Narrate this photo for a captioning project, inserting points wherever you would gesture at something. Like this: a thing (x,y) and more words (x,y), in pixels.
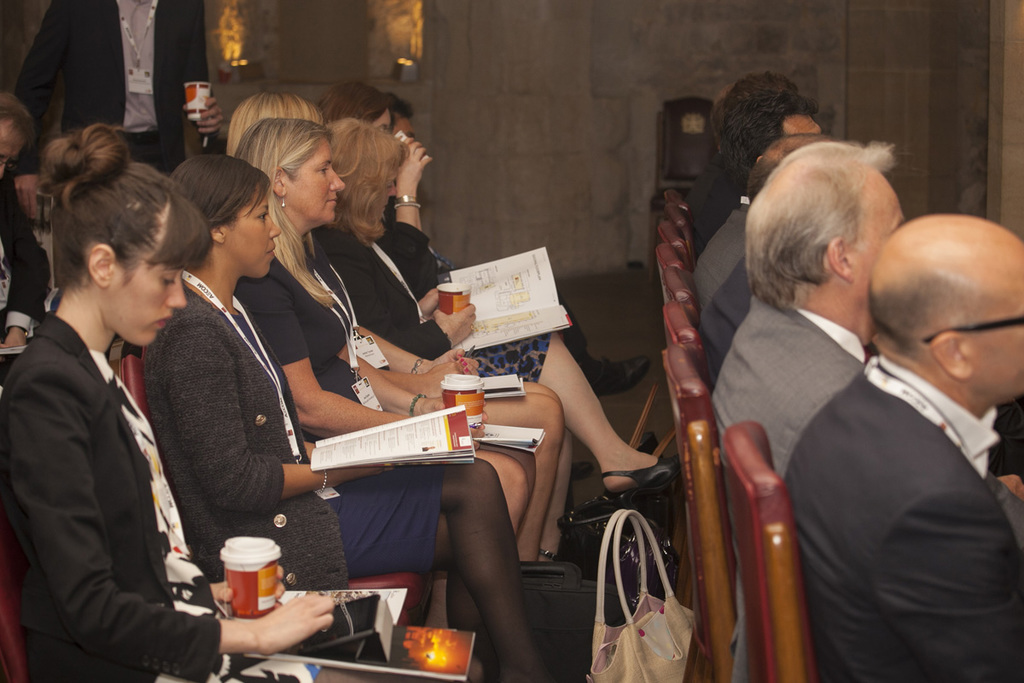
In this picture there are few people (412,235) sitting on chairs (667,247). In the front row men (858,426) are sitting and in the next row women (376,304) are sitting. Women (163,392) in the image are holding glasses (249,573) and papers (401,443) in the hand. Beside to them there are handbags (619,562). To the above left corner of the image (104,92) there is a man (133,61) holding glass (200,96) in his hand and standing. In the background (432,57) there is wall (522,78).
